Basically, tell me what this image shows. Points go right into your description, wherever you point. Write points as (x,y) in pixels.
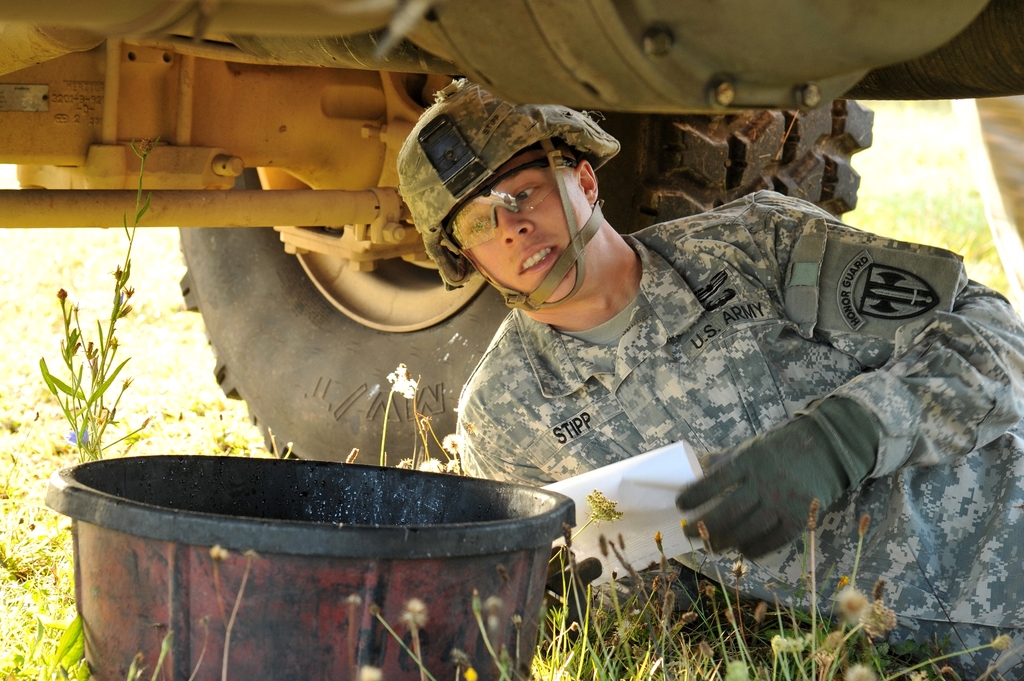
In the foreground of the picture (52,543) there are plants (69,644), grass (667,663), bucket (380,552) and a soldier (696,410) in uniform (667,408). The person (609,362) is under a vehicle (356,325). The background (923,153) is blurred.
